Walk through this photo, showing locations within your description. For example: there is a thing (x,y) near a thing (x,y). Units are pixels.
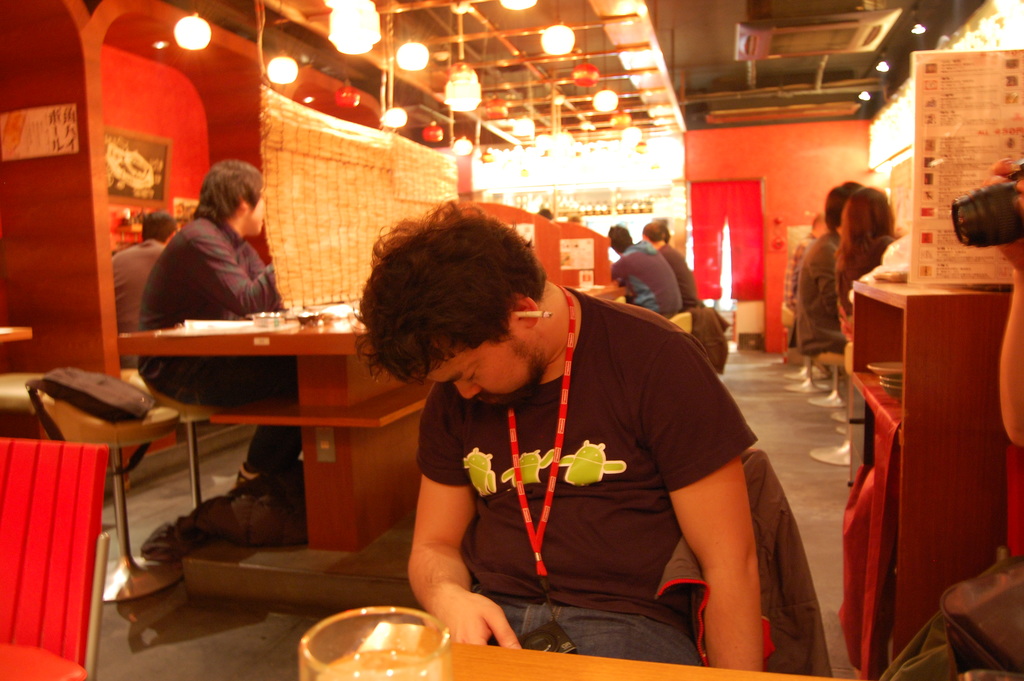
Here we can see a person (718,421) sitting on the chair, and in front (555,662) there is the table (569,662), and at back (836,225) there are group of people (833,247) sitting, and at top (458,75) there are lights (390,112).
